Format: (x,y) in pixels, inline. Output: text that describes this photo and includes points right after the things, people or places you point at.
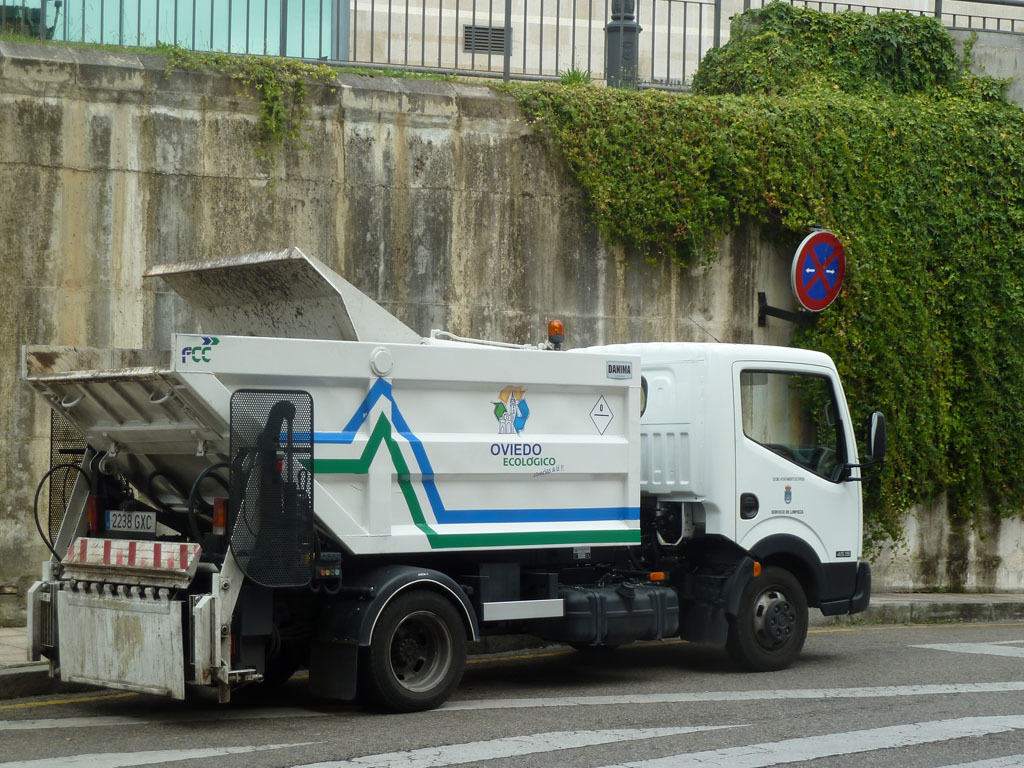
In this image, I can see a truck (233,609) on the road (808,754). There are creeper plants (856,226) and a sign board (801,308) to the wall (505,209). At the top of the image (353,53), I can see the iron grilles (231,29).
